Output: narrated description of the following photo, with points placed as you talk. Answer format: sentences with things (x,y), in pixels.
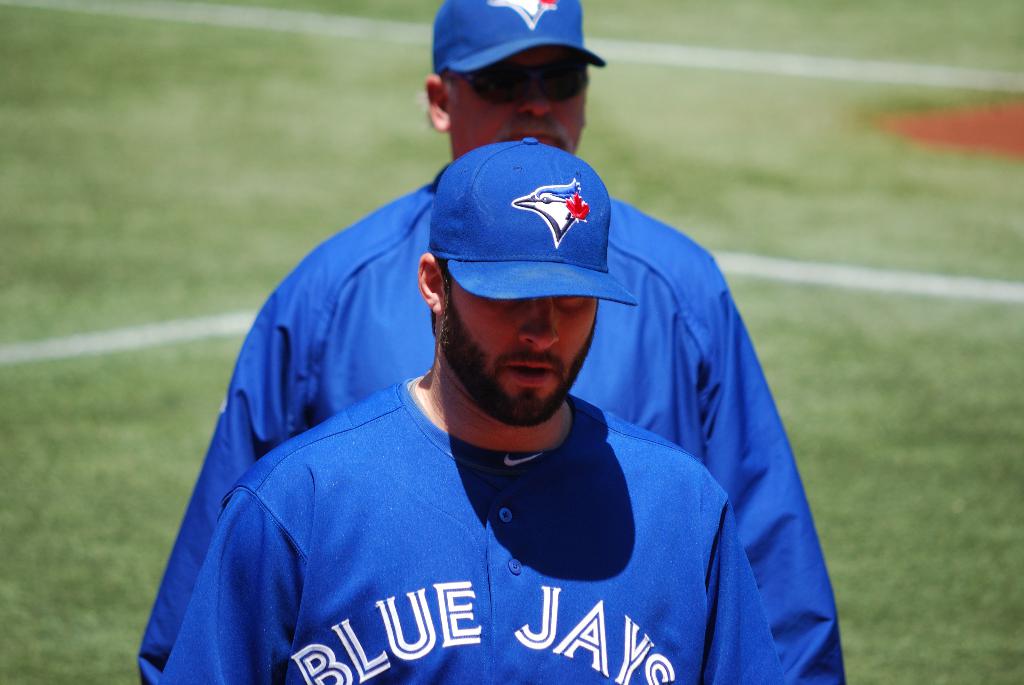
In this picture there are two men (442,487) wore blue t shirts (423,474) and caps (522,175). In the background of the image (795,49) it is blurry and we can see grass (851,189).
